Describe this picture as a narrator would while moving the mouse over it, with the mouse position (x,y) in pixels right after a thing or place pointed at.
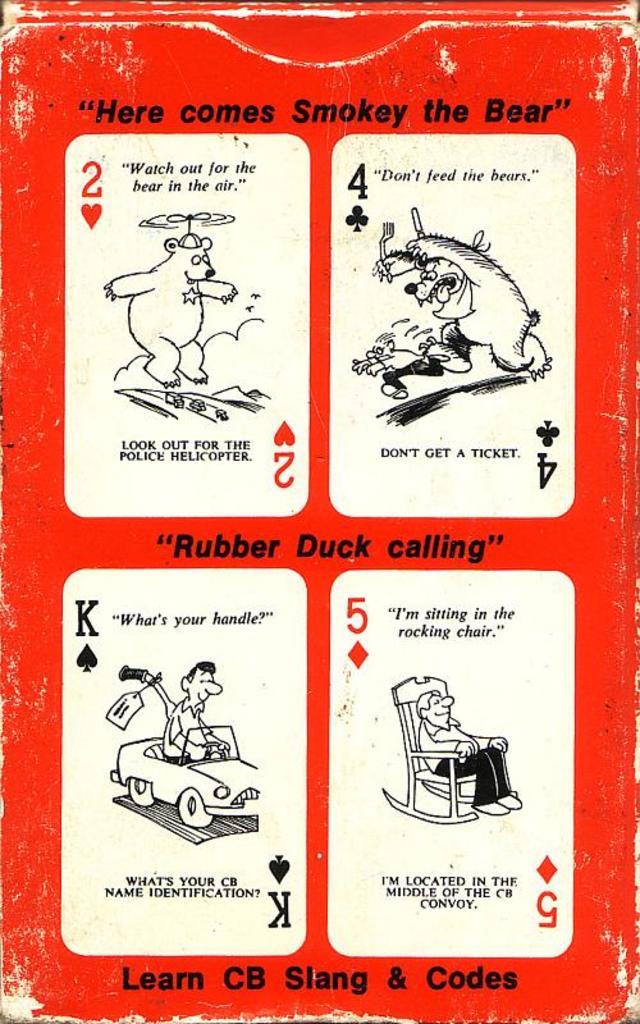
Here we can see a poster (598,128), In this picture we can see cartoon images (364,369) of a bear (202,299) and three persons (435,744), we can also see some text (453,452) on the poster (210,320).
